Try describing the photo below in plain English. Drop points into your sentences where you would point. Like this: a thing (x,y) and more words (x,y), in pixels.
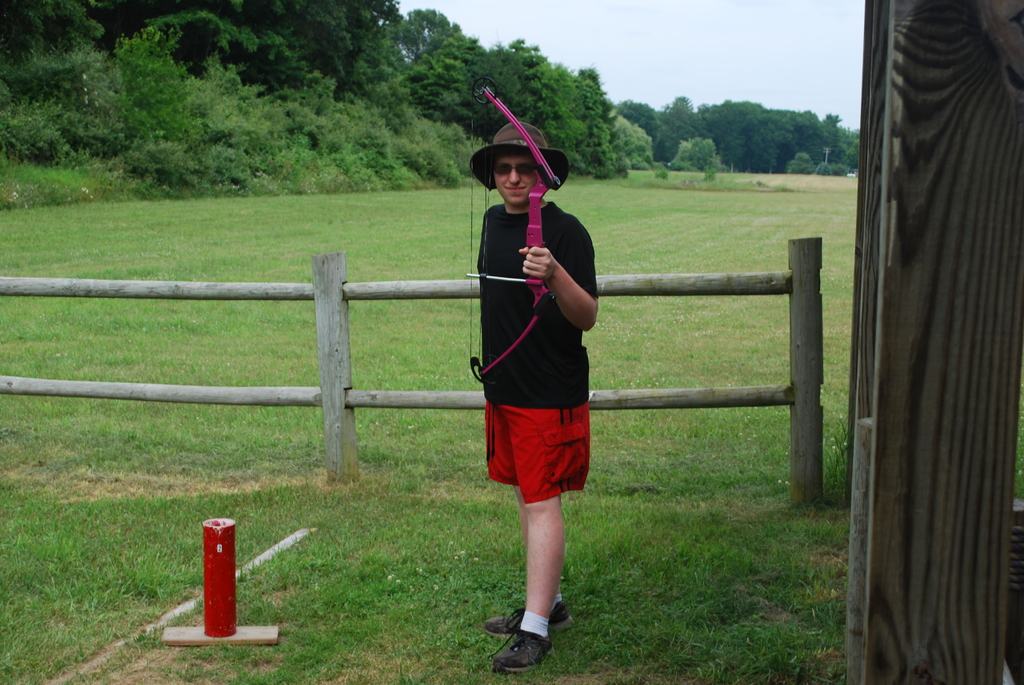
In this image, I can see the man (530,274) standing and holding a bow (542,282) in his hand (527,264). This looks like a wooden fence (328,375). I can see an object (219,630), which is placed on the ground (242,648). Here is the grass (414,512). On the right side of the image (911,537), that looks like a wooden pillar (971,367). These are the trees (343,96) with branches (358,84) and leaves (525,107). This is the sky (702,47).
